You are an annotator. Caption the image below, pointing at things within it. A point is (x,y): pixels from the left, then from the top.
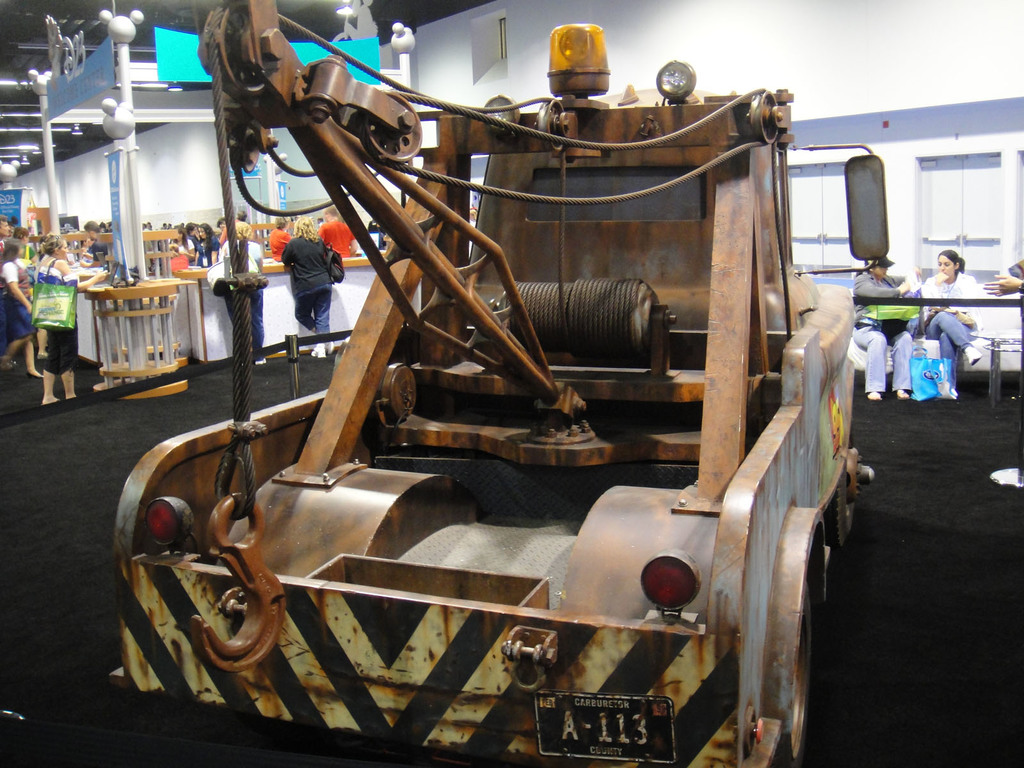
In the middle (427,427) it looks like a crane (558,566), on the right side (952,343) a beautiful woman (950,341) is sitting on the chair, she wore white color coat (959,296). On the left side (72,359) few persons (33,368) are standing.
